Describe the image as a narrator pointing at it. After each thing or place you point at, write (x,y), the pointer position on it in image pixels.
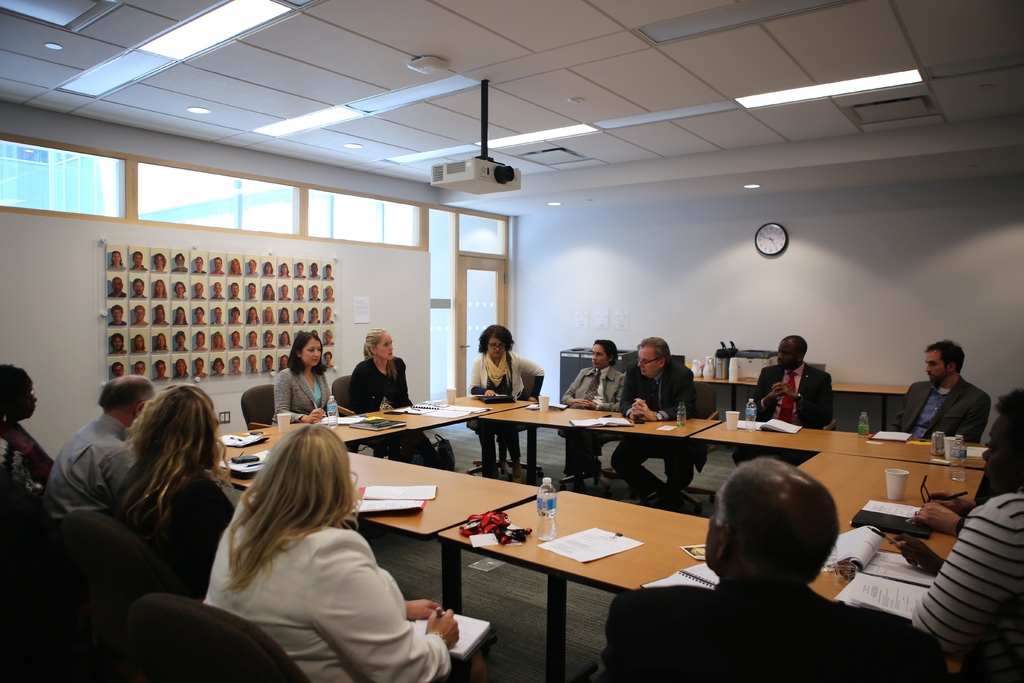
In this image there are group of persons (823,502) sitting on the chair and discussing about something and at the top of the image (451,185) there is a projector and at the background of the image (222,325) there are photos (234,327) which are on the wall (258,303) and at the right side of the image (758,244) there is a wall clock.
